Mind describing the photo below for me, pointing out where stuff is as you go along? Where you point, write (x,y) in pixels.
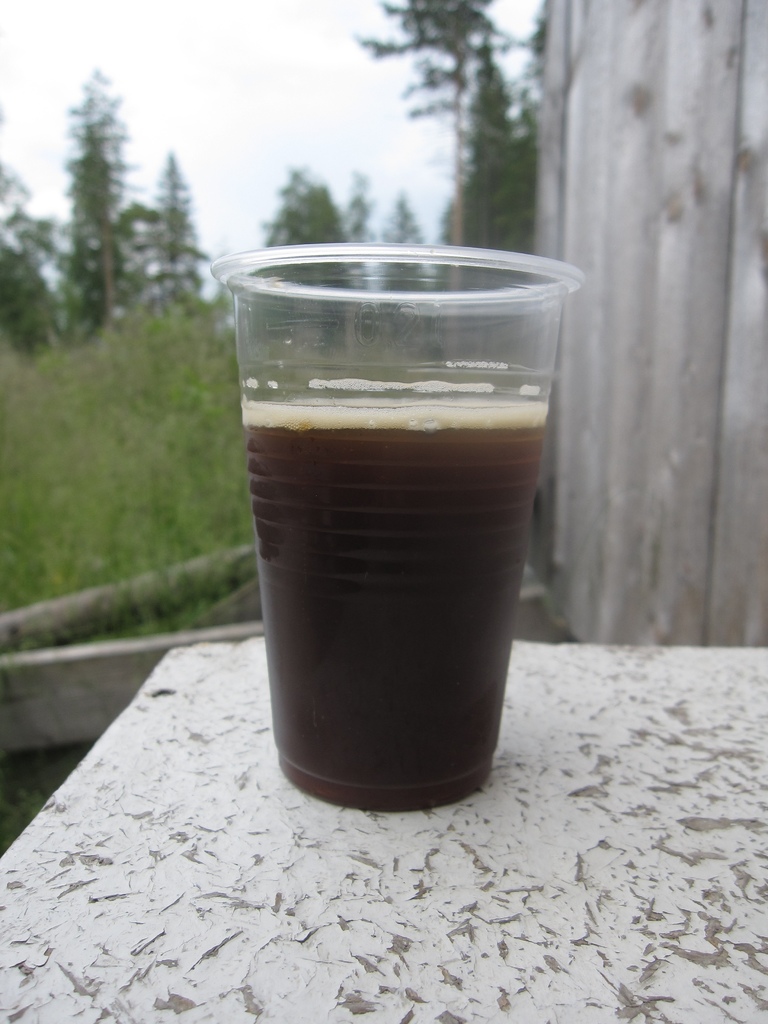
In this image I can see in the middle (360,559) a transparent glass (499,529) with liquid (445,543) in it. At the back side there are trees (475,198), on the right side (574,164) it looks like a wooden wall (622,313). At the top (220,146) it is the sky (239,91).
